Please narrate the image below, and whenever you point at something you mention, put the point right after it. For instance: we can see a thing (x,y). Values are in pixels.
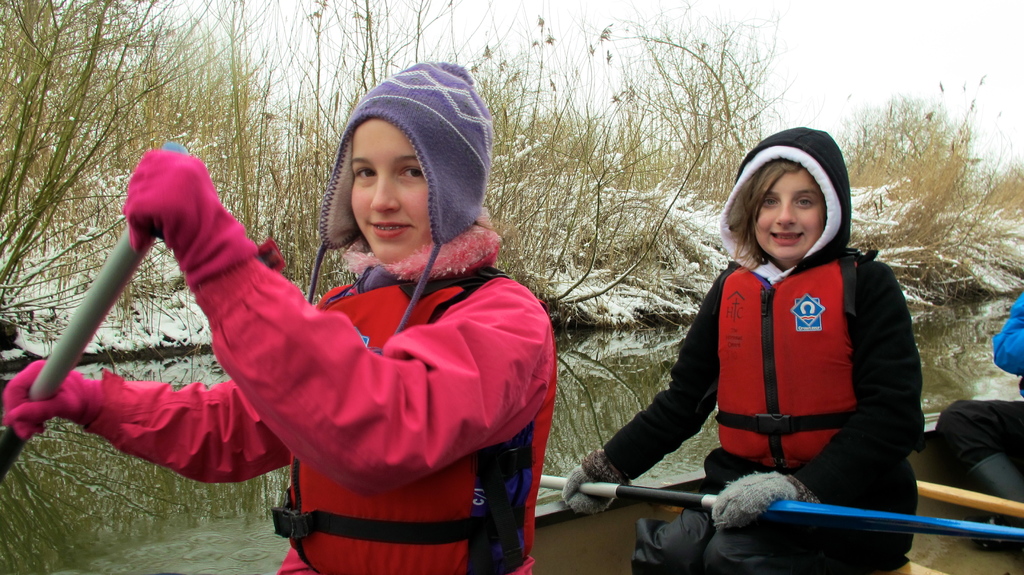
The girl (350,247) in front of the picture wearing a pink jacket (387,405) and violet cap (411,128) is holding the paddle (124,236) in her hands (160,216) and she is sailing boat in the water (250,481). Behind her, the girl (722,328) in black and red jacket (854,387) is also holding the paddle (1012,527) in her hands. Beside them, we see trees (581,191) and we even see the sky (808,47).
